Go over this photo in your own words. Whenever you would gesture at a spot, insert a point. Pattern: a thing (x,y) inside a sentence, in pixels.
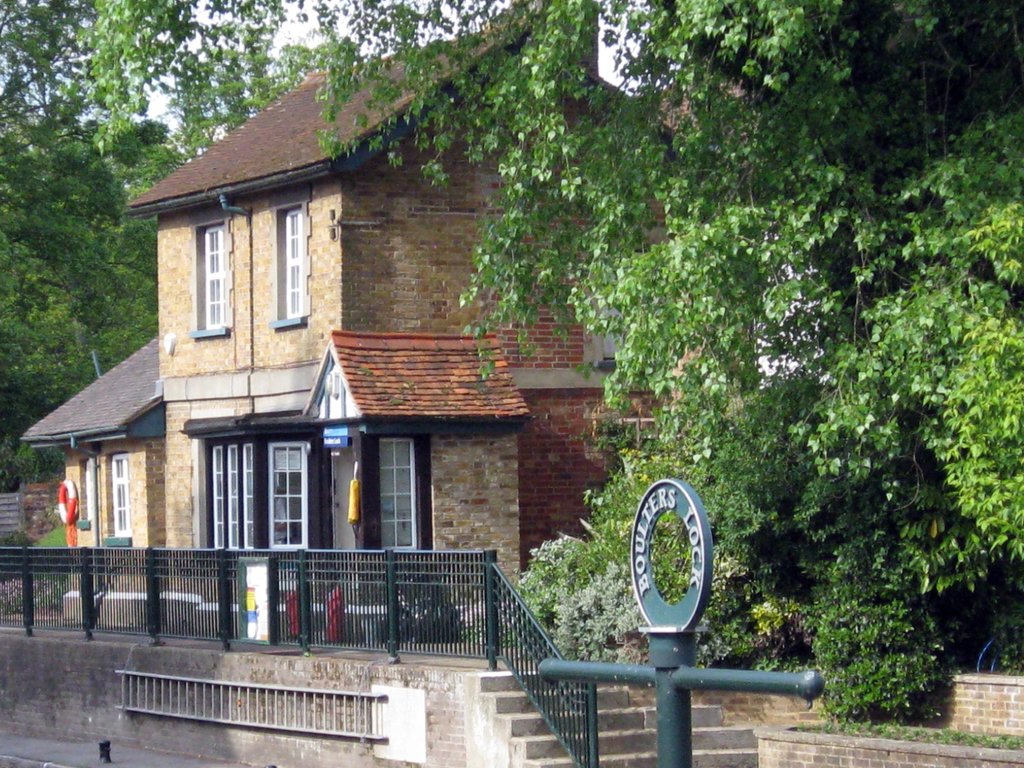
This picture is clicked outside. On the right (740,673) we can see the text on a metal object (684,721) and we can see the green grass (1004,739), plants (761,399), trees (730,233), windows (280,490) and doors (338,491) of the house (452,263) and we can see the ladder (332,731), staircase (653,729), railing (503,608) and some other objects (66,523). In the background (284,35) we can see the sky (297,25) and the trees (66,371).
